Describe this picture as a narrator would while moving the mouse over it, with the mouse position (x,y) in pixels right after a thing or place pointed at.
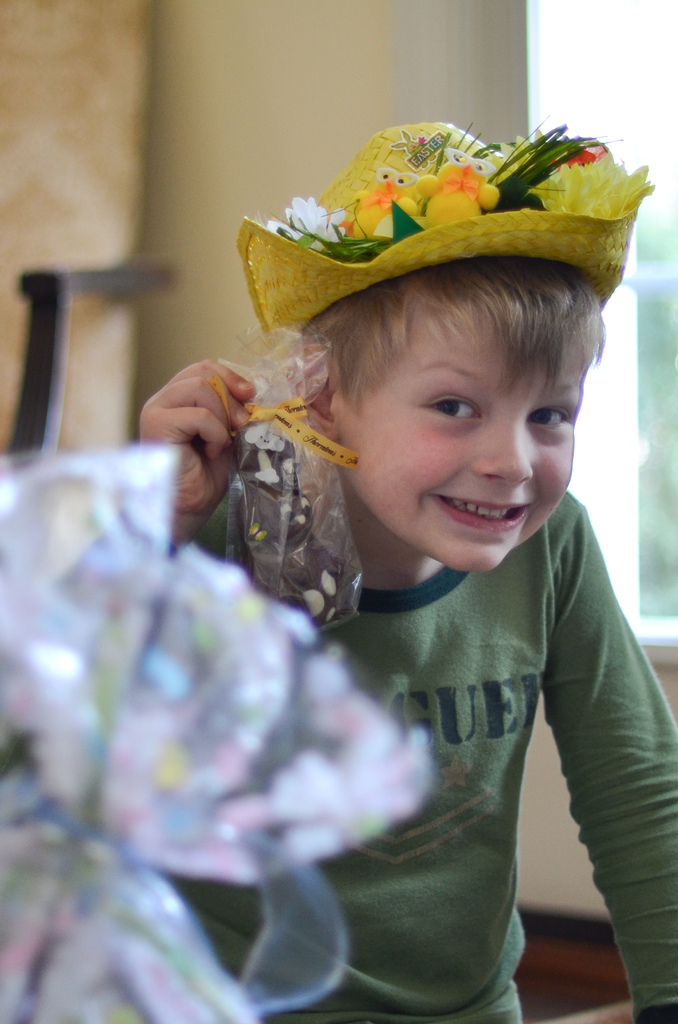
In this picture we can see one boy (392,547) is standing and holding chocolate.
